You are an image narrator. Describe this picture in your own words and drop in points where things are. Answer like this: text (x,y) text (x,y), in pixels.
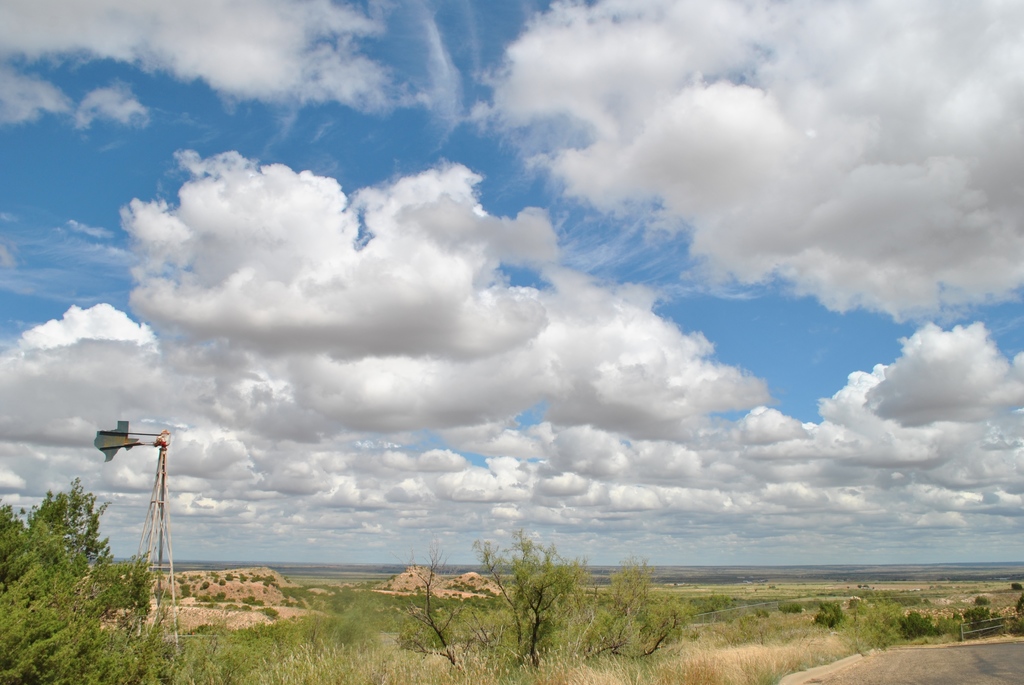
In this image there is a road (930,660), trees (115,600), grass (686,644), there is like a tower (163,495) and in the background (516,271) there is the sky (680,260).
